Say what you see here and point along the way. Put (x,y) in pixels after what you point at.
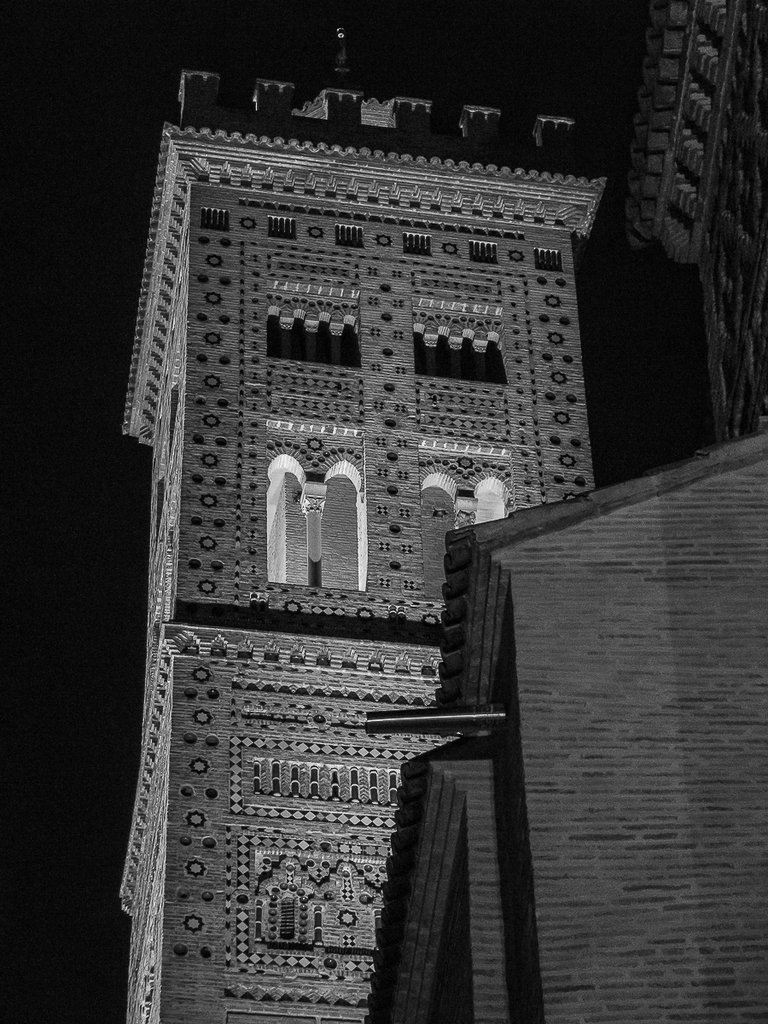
In this picture we can observe a building (321,565). The background (0,702) is completely dark. This is a black and white image.
